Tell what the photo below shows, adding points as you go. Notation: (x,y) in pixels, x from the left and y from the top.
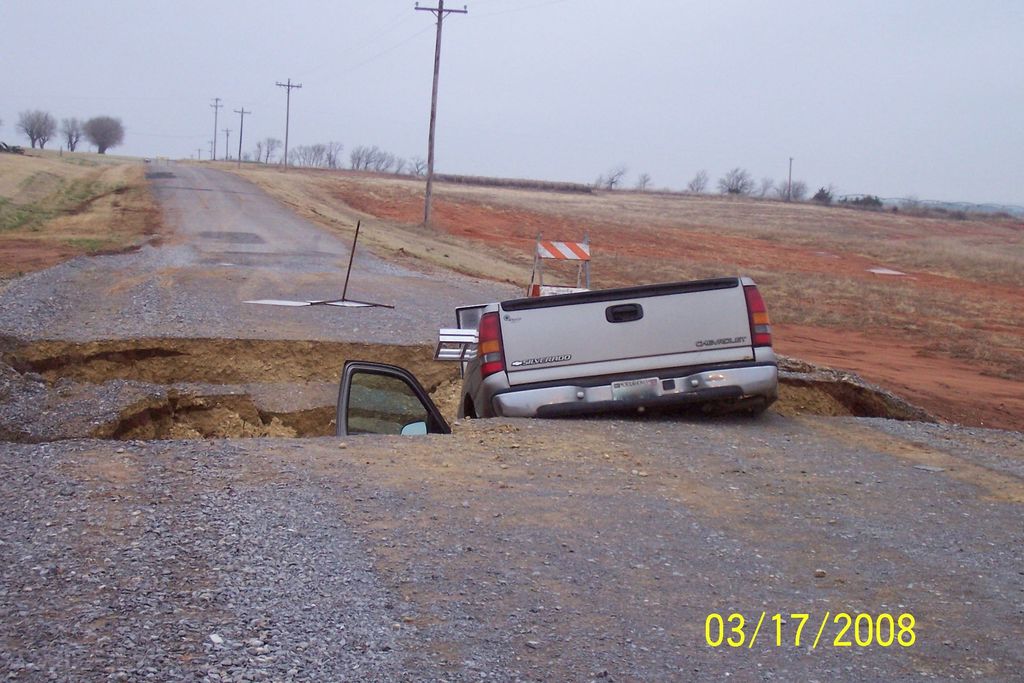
In this image we can see electrical poles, trees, and, sky (391,62) and we can also see a vehicle (575,386) on the road (522,537).
